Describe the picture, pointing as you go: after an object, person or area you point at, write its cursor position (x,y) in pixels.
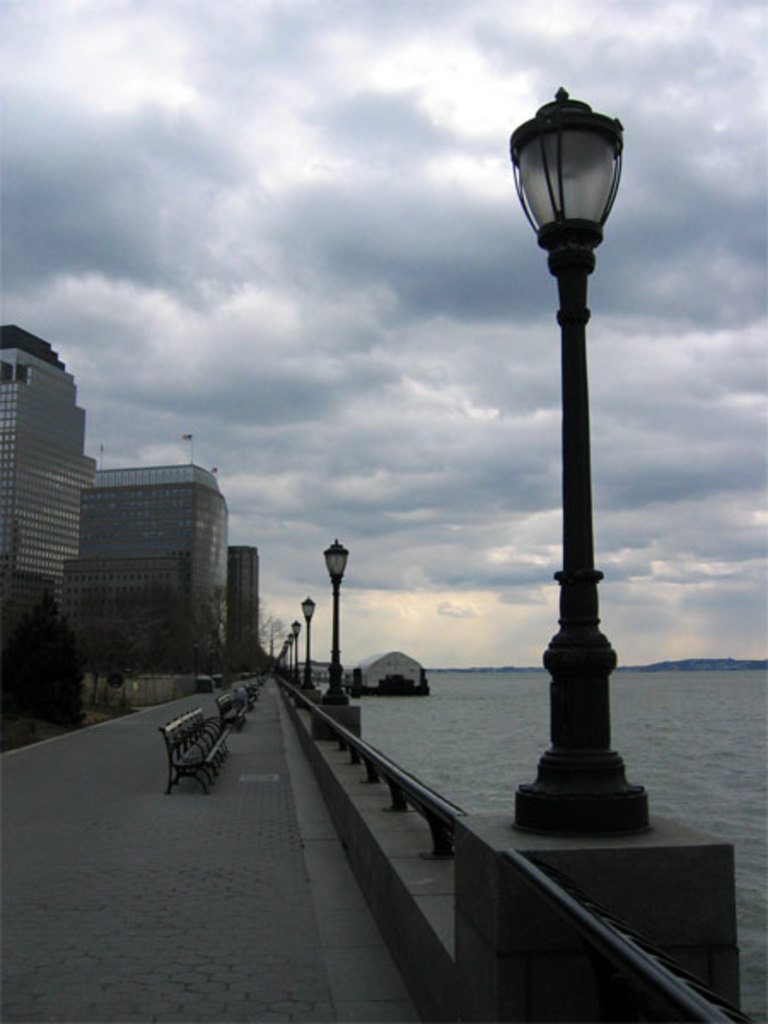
In this image there is water (697,737) on the right side (637,735). Beside the water (517,753) there is a road (259,762) on which there are benches (220,747). Beside the road (228,753) there are light poles (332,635). On the left side (33,586) there are buildings (40,567). At the top (164,209) there is the sky (164,209).
